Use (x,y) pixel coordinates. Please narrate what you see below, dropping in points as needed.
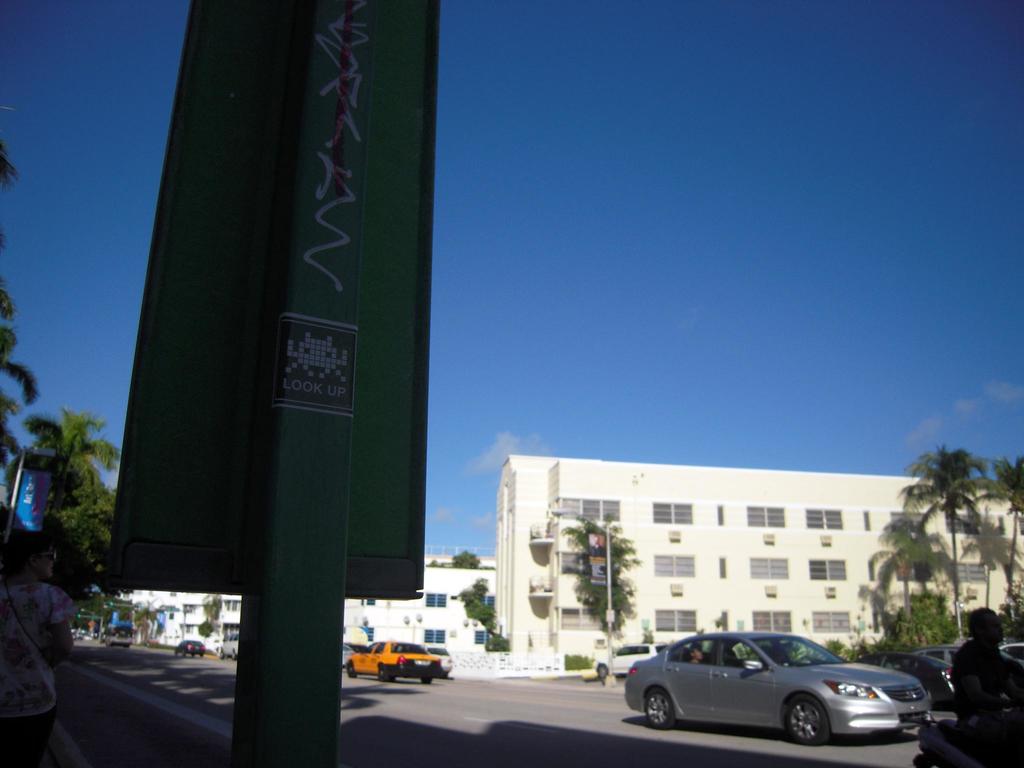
In this picture I can see the road (159,715) in front (125,743), on which there are few cars (349,672) and I can see a person (958,689) on a bike (962,723). On the left side of this image (317,528) I can see a green color, on which there is something written and on the left bottom corner (64,632), I can see a person (13,629). In the background (420,622) I can see few buildings (433,575), few poles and number of trees (9,363). I can also see the clear sky (455,270).
